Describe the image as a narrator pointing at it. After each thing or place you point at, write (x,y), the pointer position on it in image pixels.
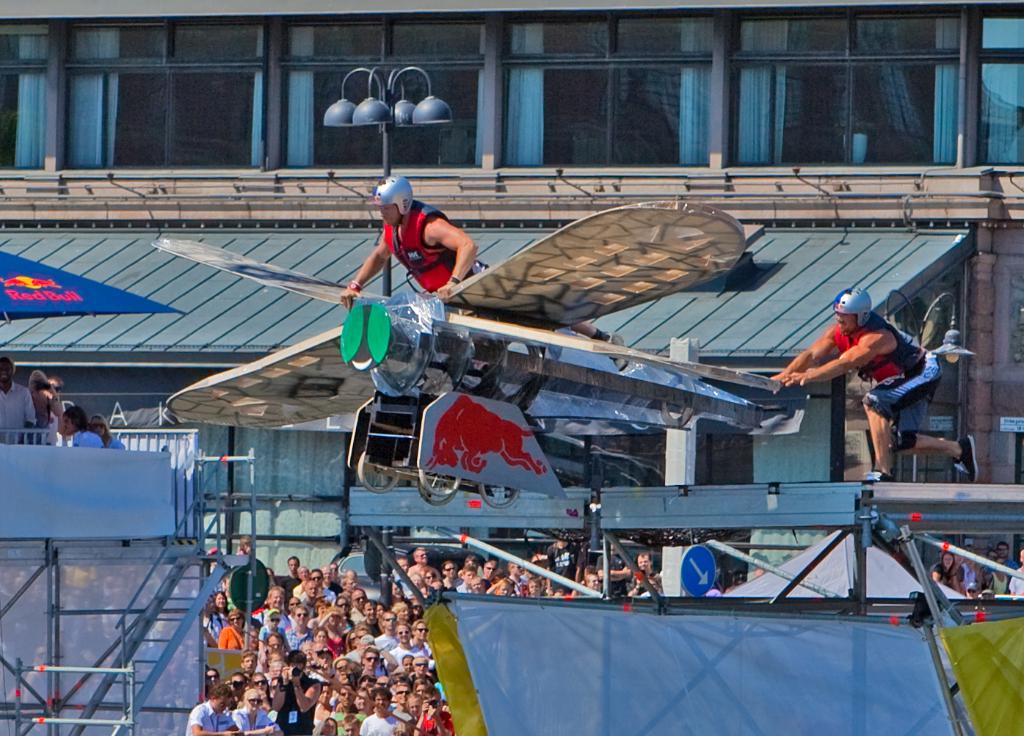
In this picture we can see a group of people (360,650) and in the background (330,477) we can see a building (327,460), roof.
